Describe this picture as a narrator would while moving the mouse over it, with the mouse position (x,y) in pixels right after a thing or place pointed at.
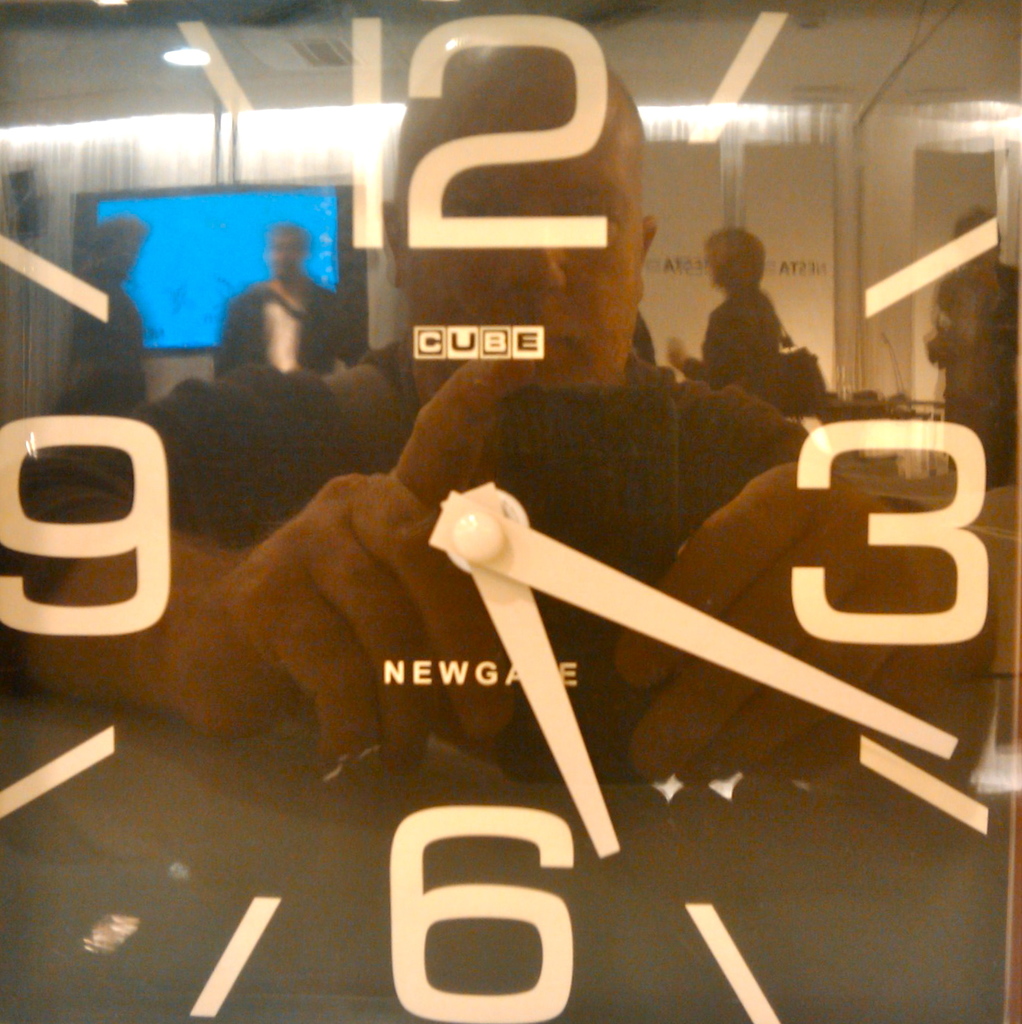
In this image we can see a clock (553,828). In the reflection (478,371) one man (442,632) is taking photograph. Behind him so many members (117,307) are standing and one TV screen (205,259) is available.
